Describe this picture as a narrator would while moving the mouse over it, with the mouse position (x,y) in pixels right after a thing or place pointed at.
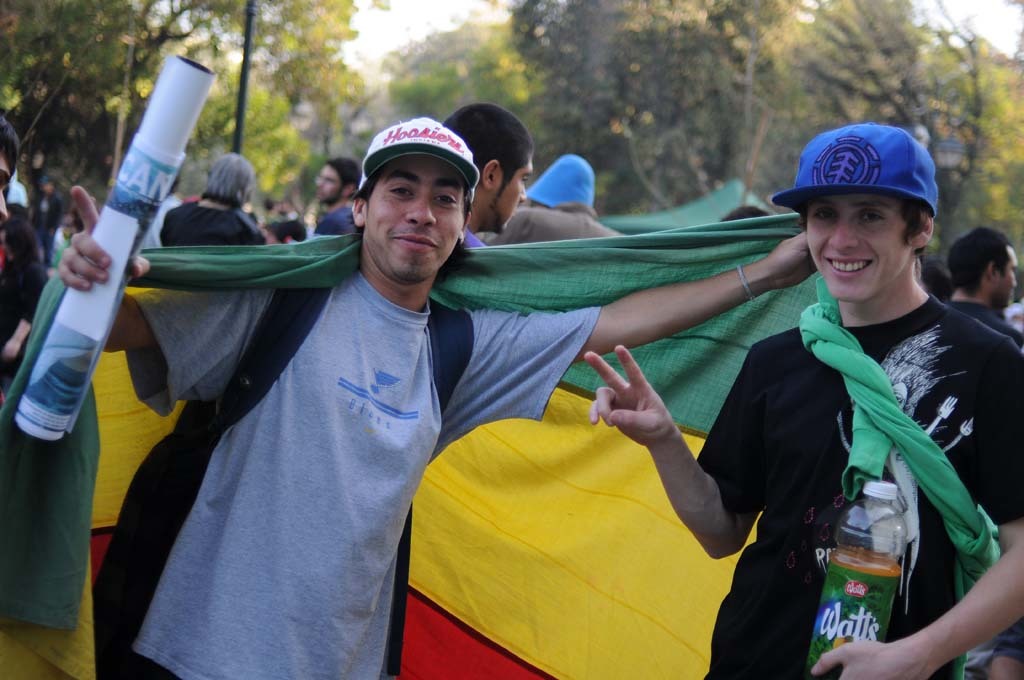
In this picture there is a person (348,484) who is holding a flag (561,488) and a paper (131,215). On the right (902,439) there is a man (920,375) who is wearing a black t-shirt (964,404) and holding a water bottle (871,553). On the top (716,68) there are so many trees (762,92). And on the corner we can see a sky (992,22). On the background (226,238) who are standing on a street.
